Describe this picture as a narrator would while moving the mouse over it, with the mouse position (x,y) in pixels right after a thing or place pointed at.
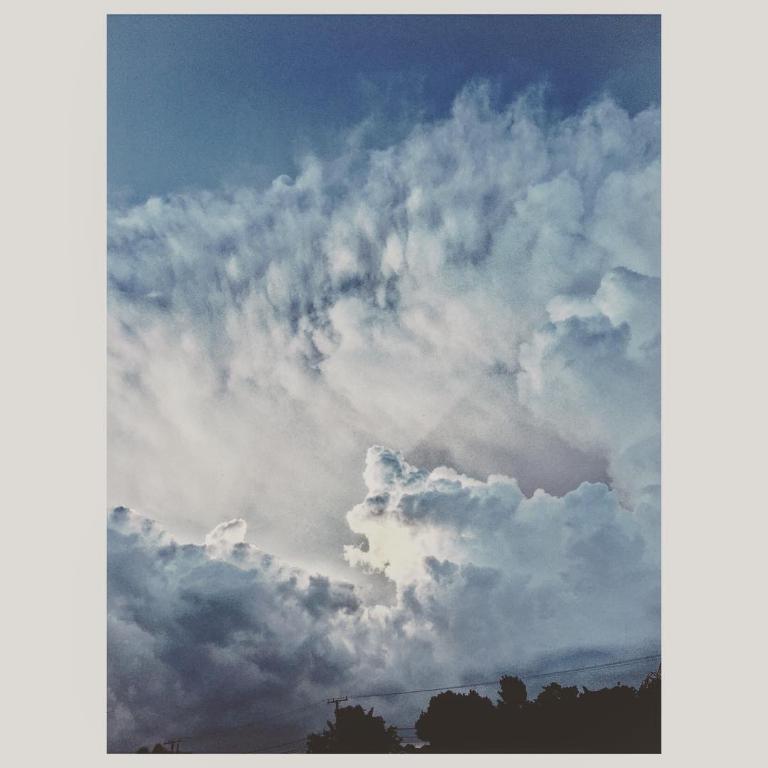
In this image we can see trees (608,699) and transmission towers (336,706). And we can see the sky (531,425) with clouds (362,479).
